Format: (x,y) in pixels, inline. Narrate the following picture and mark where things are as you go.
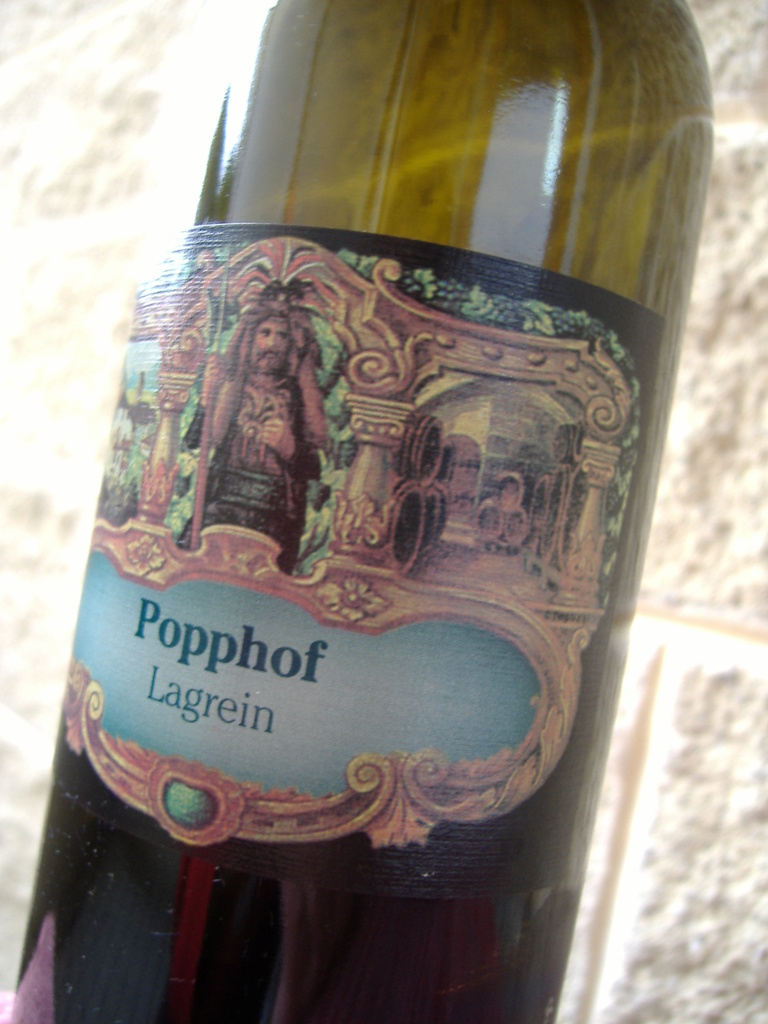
This image contains a bottle (398,746) which is labelled as Popphof Lagrein. It consists a man image (311,451) on that label (296,501). Behind the bottle (310,414) is a brick wall (718,732).
